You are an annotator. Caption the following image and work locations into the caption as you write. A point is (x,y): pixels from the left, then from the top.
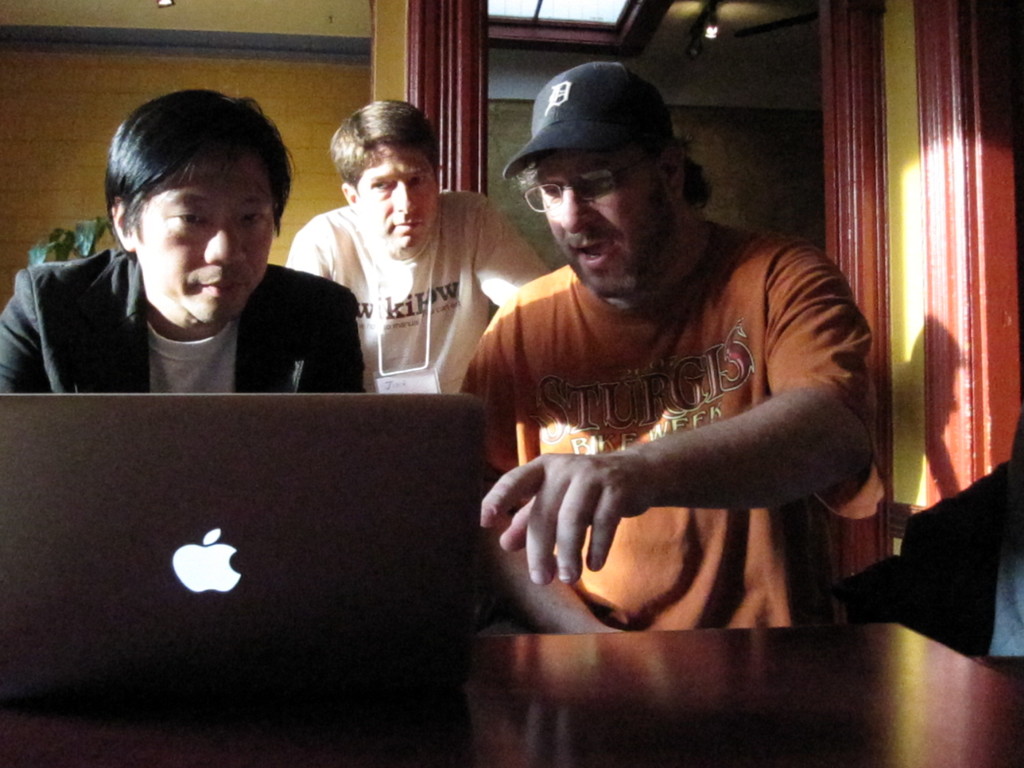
In this picture I can see three people (513,367). I can see the laptop (289,487) on the table (689,728). I can see light arrangements (711,16) on the roof (611,58).
